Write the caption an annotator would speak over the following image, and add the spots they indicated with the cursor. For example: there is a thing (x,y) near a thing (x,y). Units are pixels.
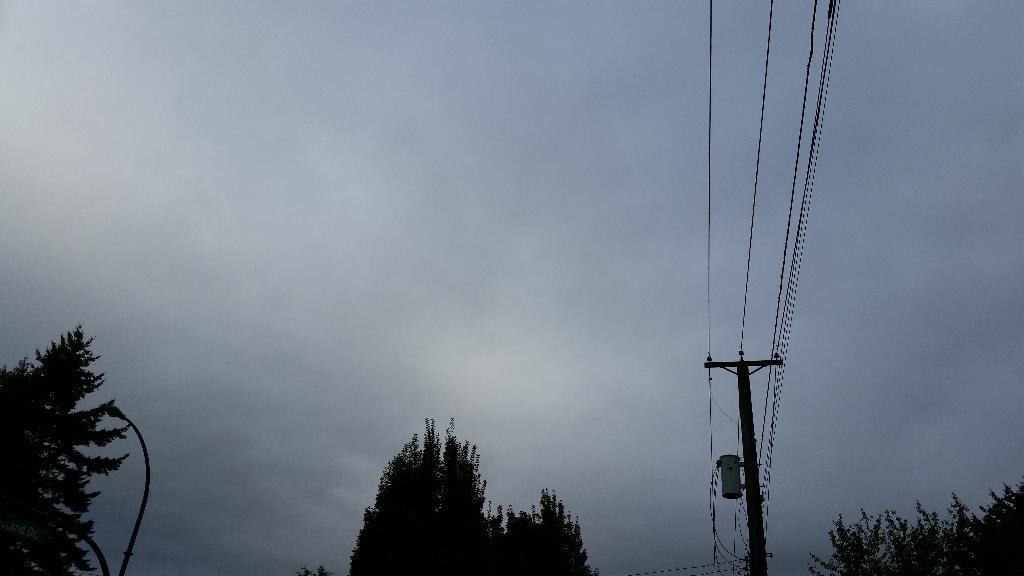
At the bottom of the picture (454,553), we see trees (34,453) and street lights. On the right side of the picture (739,455), we see an electric pole (755,561) and wires (710,402). In the background (494,294), we see the sky (300,180).
